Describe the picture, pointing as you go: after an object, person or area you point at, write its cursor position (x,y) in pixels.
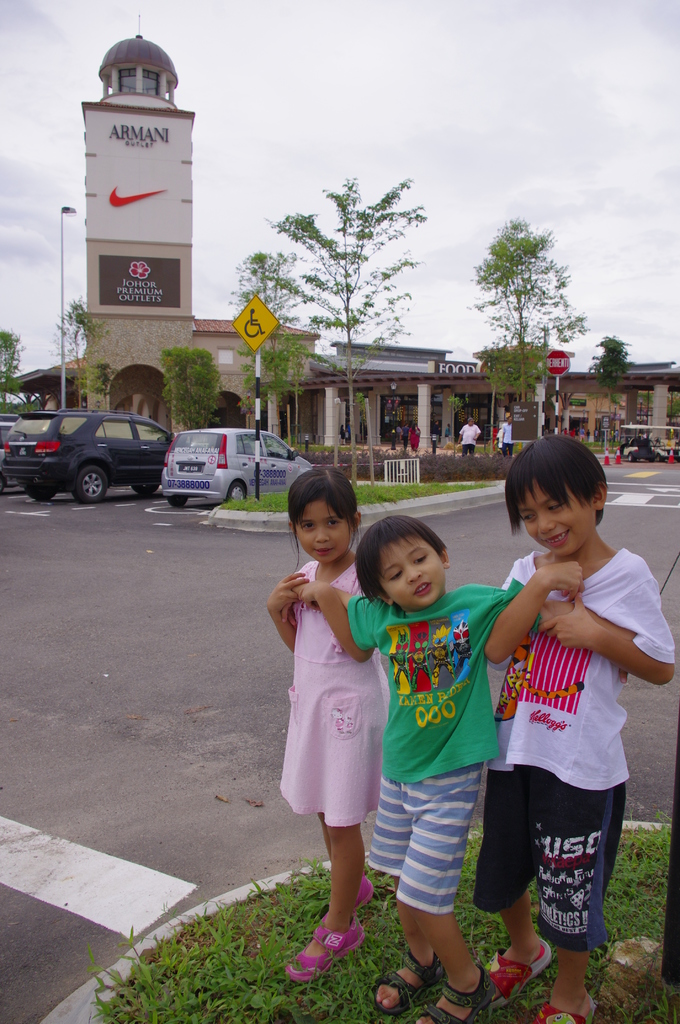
In the image there are three kids (581,583) standing on the grass (655,841) and behind them there is a road (21,685) there are two vehicles (88,451) on the road (53,541) and in the background (280,337) there is a shopping complex (409,390), there are few people (574,434) in front of the complex (236,360) and in the background (260,274) there are few trees (358,258).
